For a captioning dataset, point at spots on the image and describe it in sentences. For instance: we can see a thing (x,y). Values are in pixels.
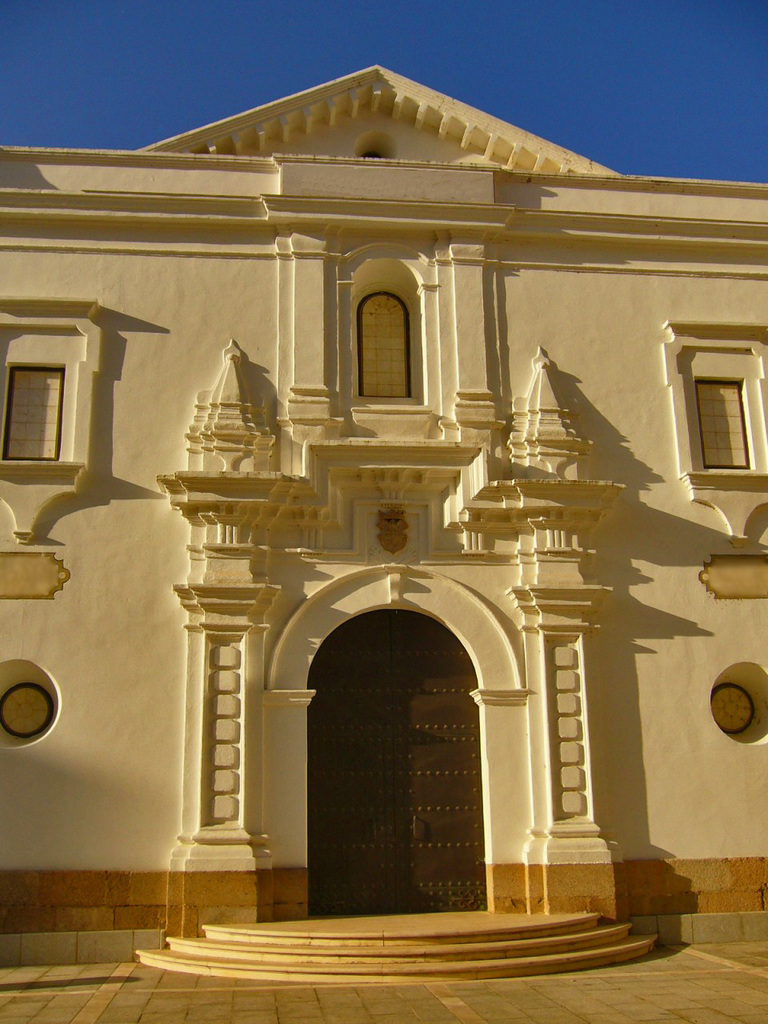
In this image, we can see a building (449,433). We can see the ground (280,1004) and the sky (673,48). We can also see some stairs (255,950).
